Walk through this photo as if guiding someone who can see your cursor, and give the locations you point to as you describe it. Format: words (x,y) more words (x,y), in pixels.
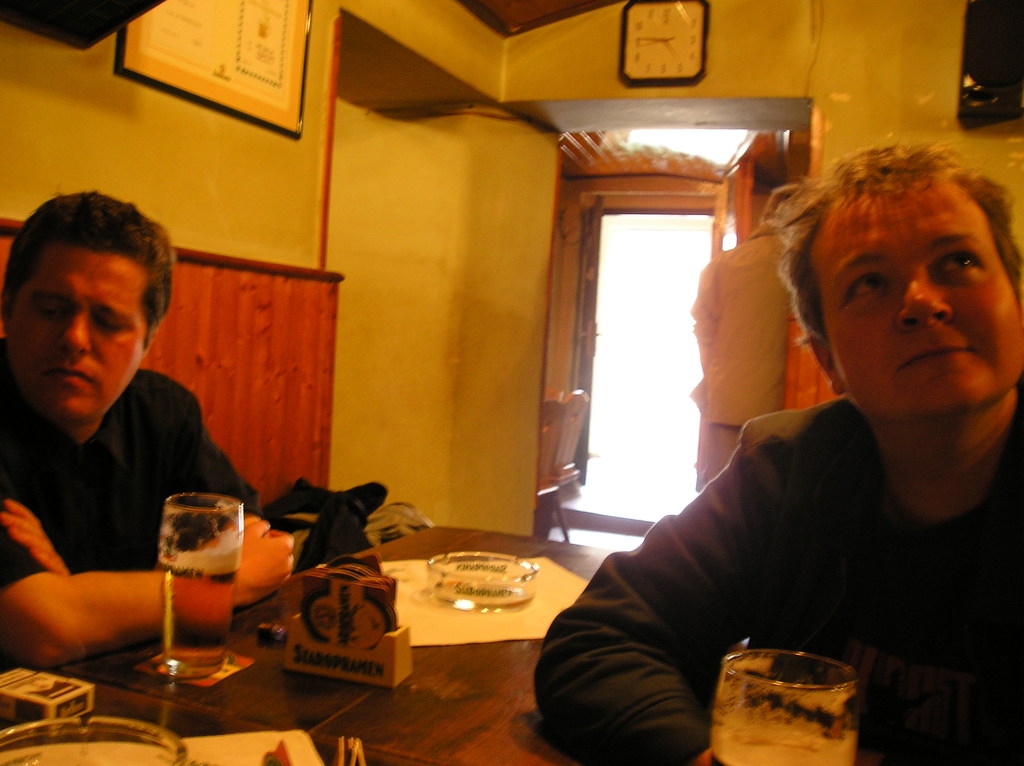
In this image we can see two persons (141,569) are sitting on the chairs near the table (425,728). We can see glasses (171,584), ashtray (475,581), box (68,705) on the table (413,715). In the background (466,372) we can see a frame (214,86), clock (655,48) on the wall (372,279) and chairs (562,443).
